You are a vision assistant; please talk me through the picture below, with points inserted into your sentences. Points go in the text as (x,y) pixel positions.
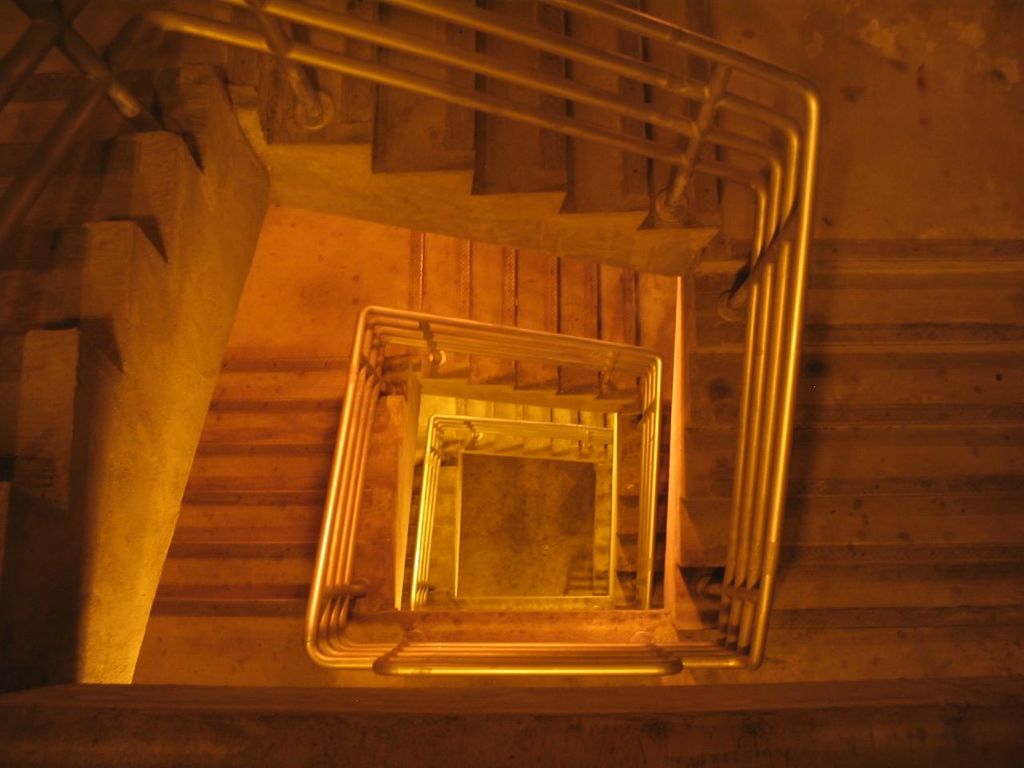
In this image I can see the stairs (871,590) along with the railing (464,660).
